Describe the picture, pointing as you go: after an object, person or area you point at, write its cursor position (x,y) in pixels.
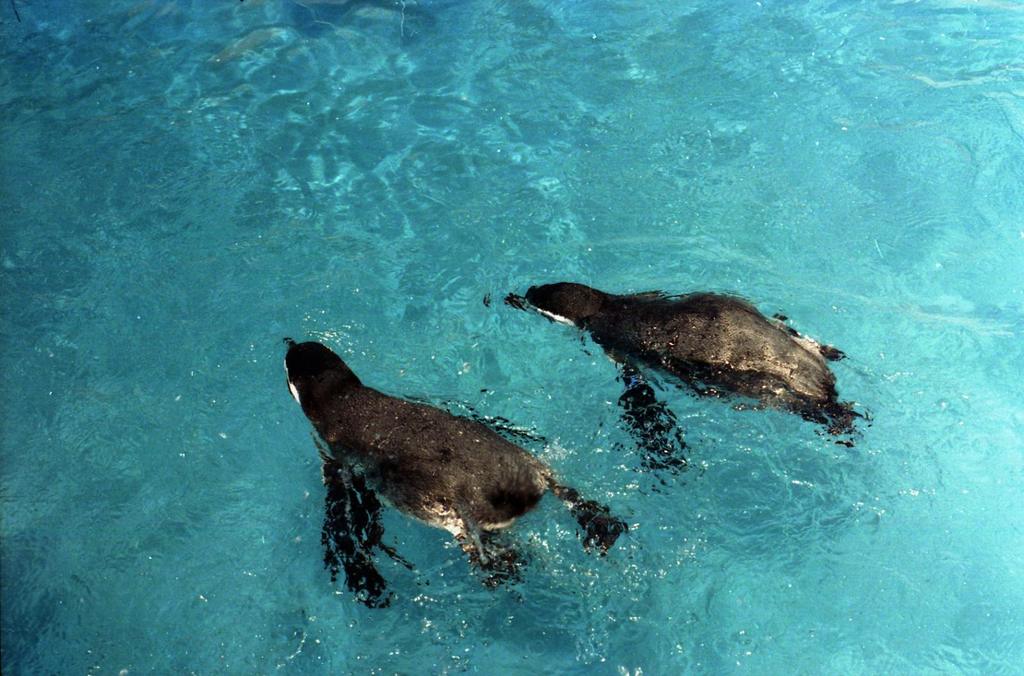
In this image, there are two penguins (477,436) in the water (592,156).
